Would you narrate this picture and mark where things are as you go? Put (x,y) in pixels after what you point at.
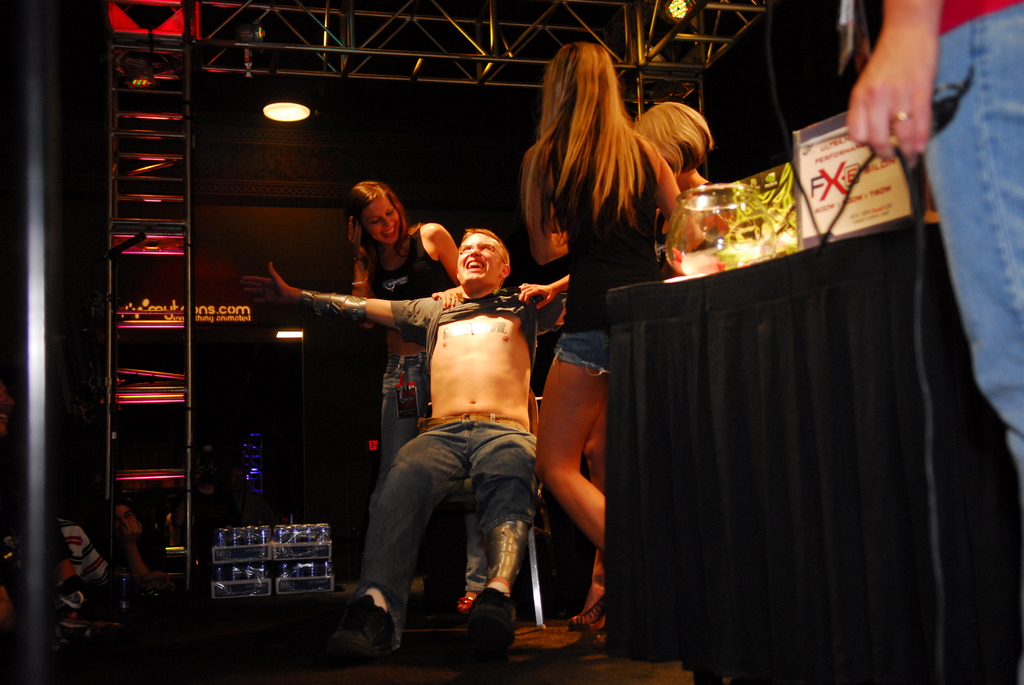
In this image there is a person (476,628) sitting on the chair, there are three persons (595,239) standing, there is a person (968,110) truncated towards the right of the image (1006,289), there are objects (278,548) on the surface (289,594), there is a pole (41,350) truncated towards the left of the image (34,73), there are persons (80,566) truncated towards the left of the image (76,553), there are lights (283,110), there is text (228,308) on the wall (327,178), there is a wire (846,193).
